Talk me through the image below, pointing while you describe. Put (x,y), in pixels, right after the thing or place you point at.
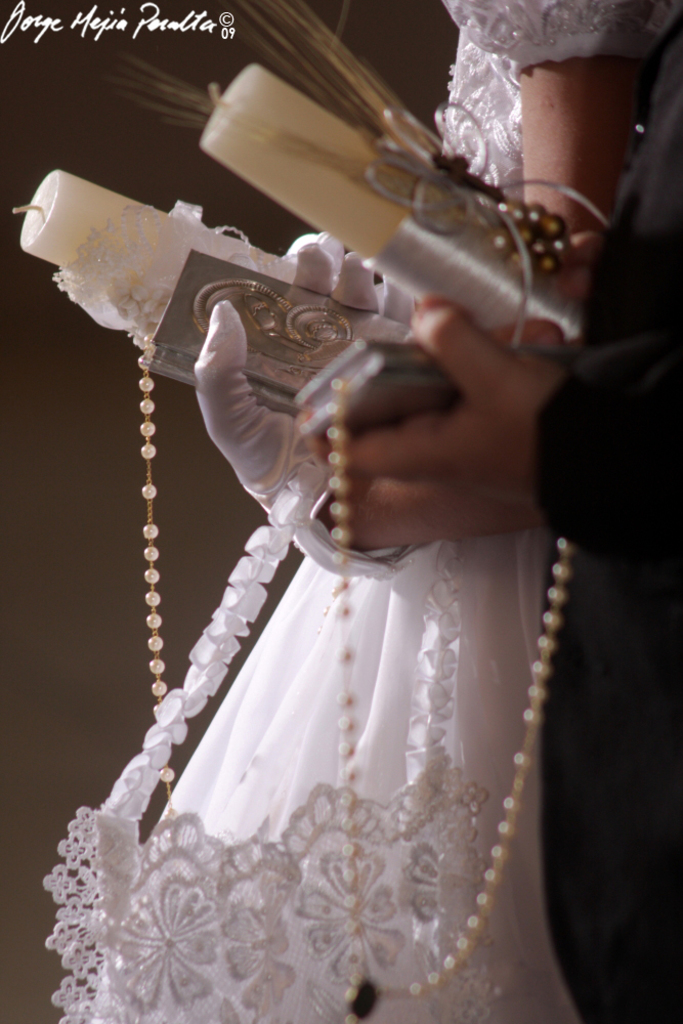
In this picture we can see a bride (530,115) in a white dress (476,73) and a bridegroom (682,407) in a black attire (682,430). They both are holding decorative candles (420,233) and we can see white beads chains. At the top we can see watermark (195,15).
